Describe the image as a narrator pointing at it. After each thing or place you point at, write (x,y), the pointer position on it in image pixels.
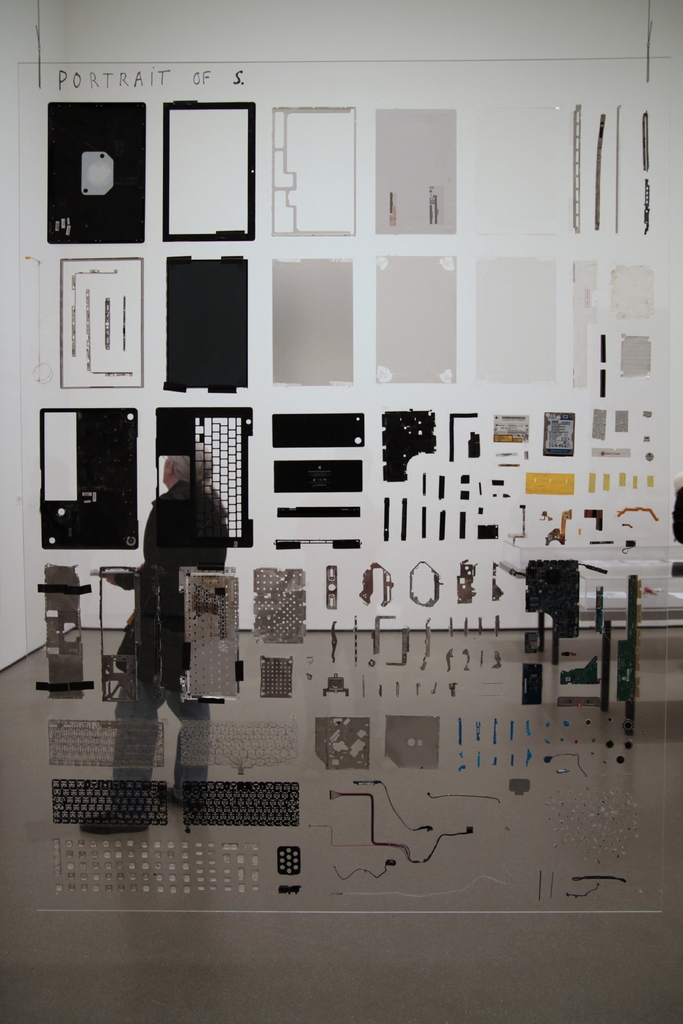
In this image I can see number of things (63,106) on the wall (200,82) and behind it I can see one person (164,476) is standing. On the top left side of this image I can see something is written.
